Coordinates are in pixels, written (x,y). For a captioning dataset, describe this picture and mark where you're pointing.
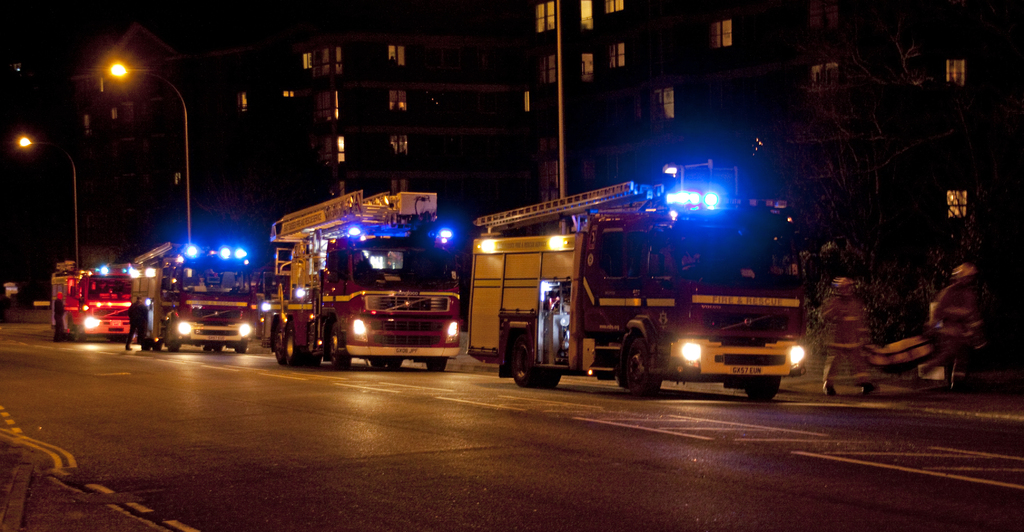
In the center of the image (493,238) there are fire extinguisher trucks (457,329) on the road (485,393). In the background of the image (575,30) there are buildings (764,6), light poles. To the right side of the image (971,273) there are two persons (969,305) walking. This image is taken at the night time.
